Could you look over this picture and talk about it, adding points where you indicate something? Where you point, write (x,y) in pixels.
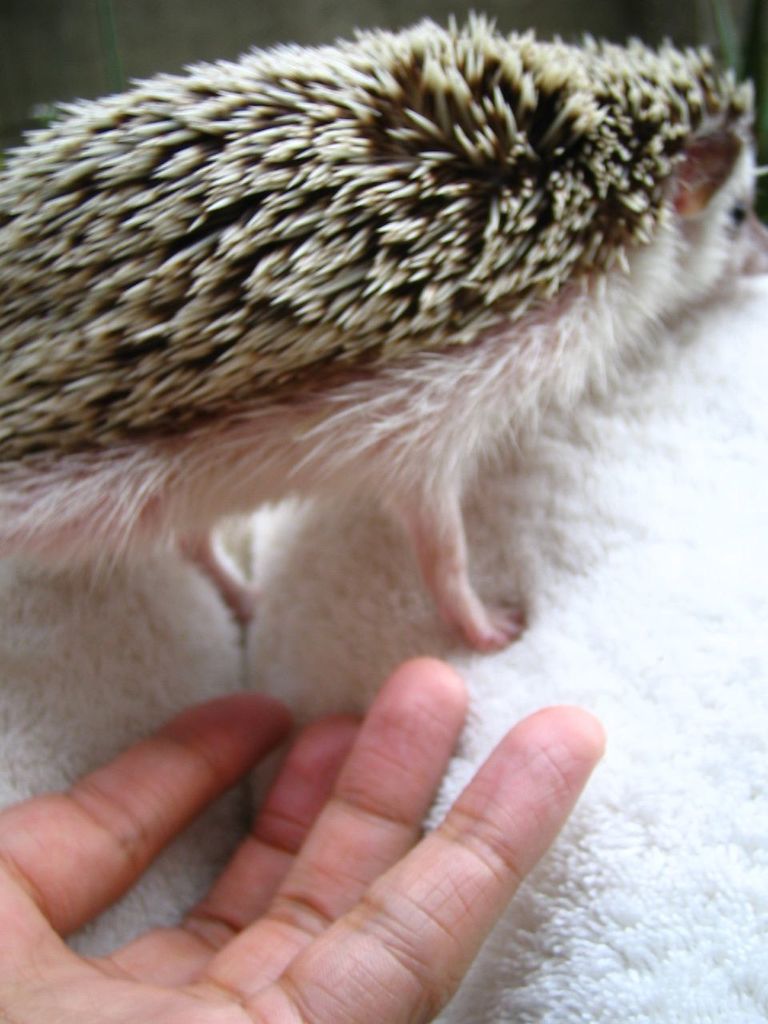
In this image I can see an animal (506,264) in brown, cream and white color. It is on the white color cloth (662,797). I can see the person's hand (333,794) on the white color cloth (583,650).
